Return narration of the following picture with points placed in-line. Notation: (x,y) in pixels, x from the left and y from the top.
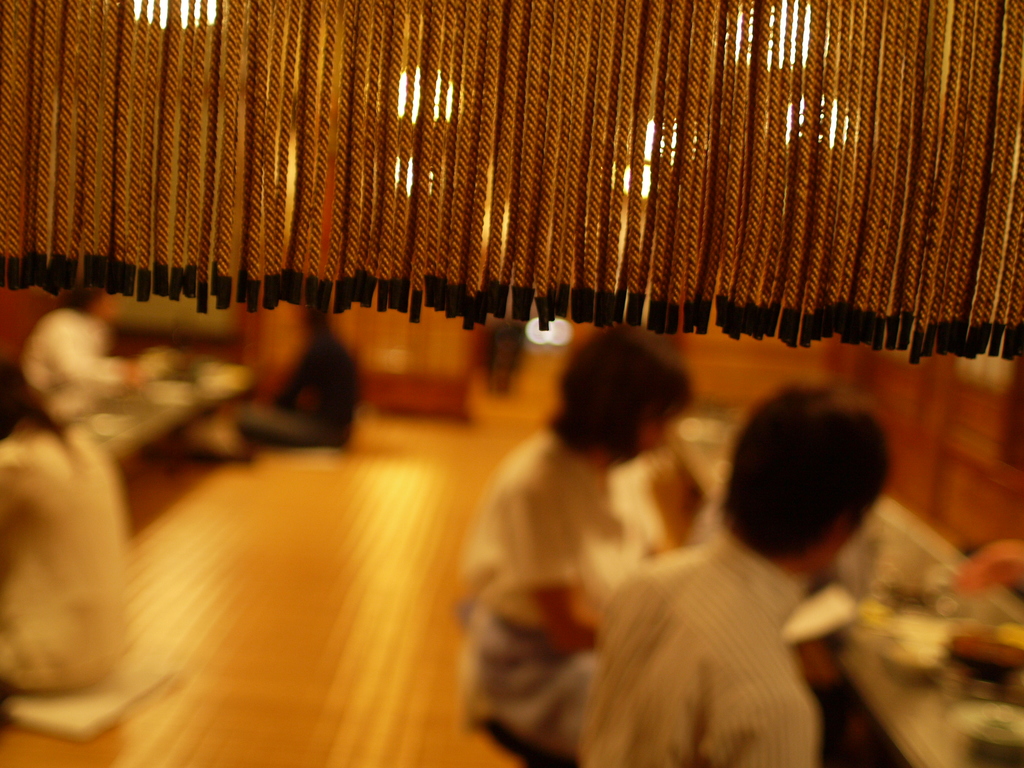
At the top of this image (439,218) there are some threads (467,131) hanging. At the bottom (640,515) there are few people (126,372) sitting on the floor (291,584). It seems like they are eating. In front of these people (575,561) there are two tables (935,706) on which I can see some objects (924,610).
